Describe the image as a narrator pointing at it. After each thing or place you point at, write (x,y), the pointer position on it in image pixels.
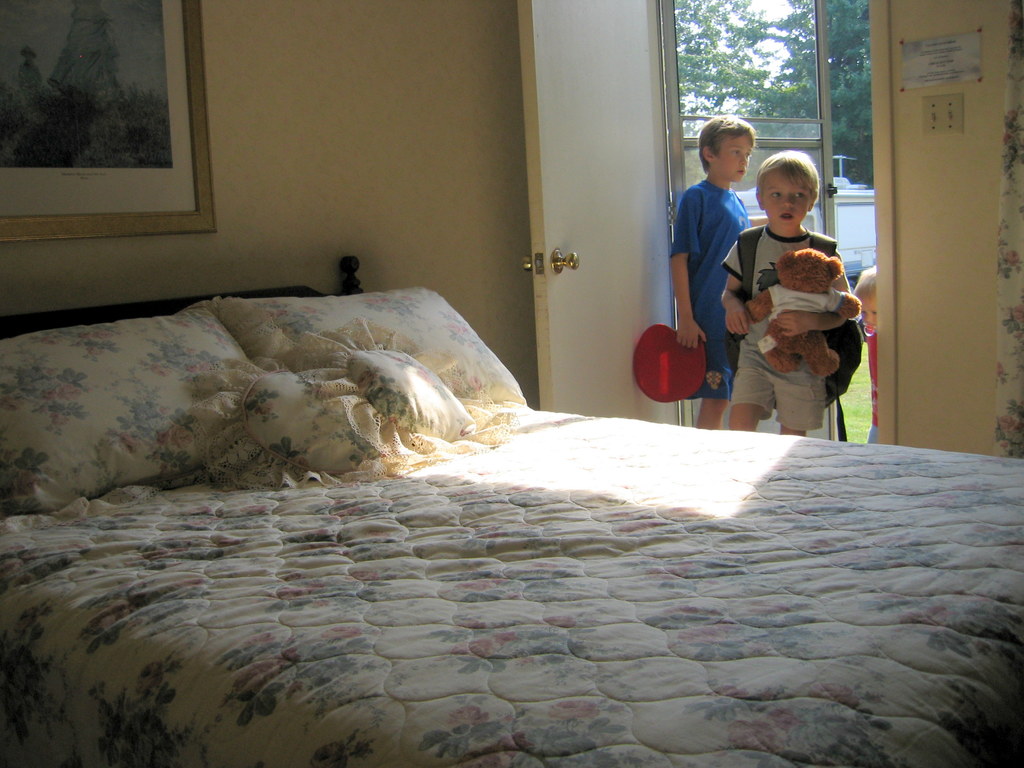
Three people (774,253) are entering to the room (892,234). In the room (903,311) there is a bed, frame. Outside the room (913,88) there are trees (810,44) and sky (775,42).
